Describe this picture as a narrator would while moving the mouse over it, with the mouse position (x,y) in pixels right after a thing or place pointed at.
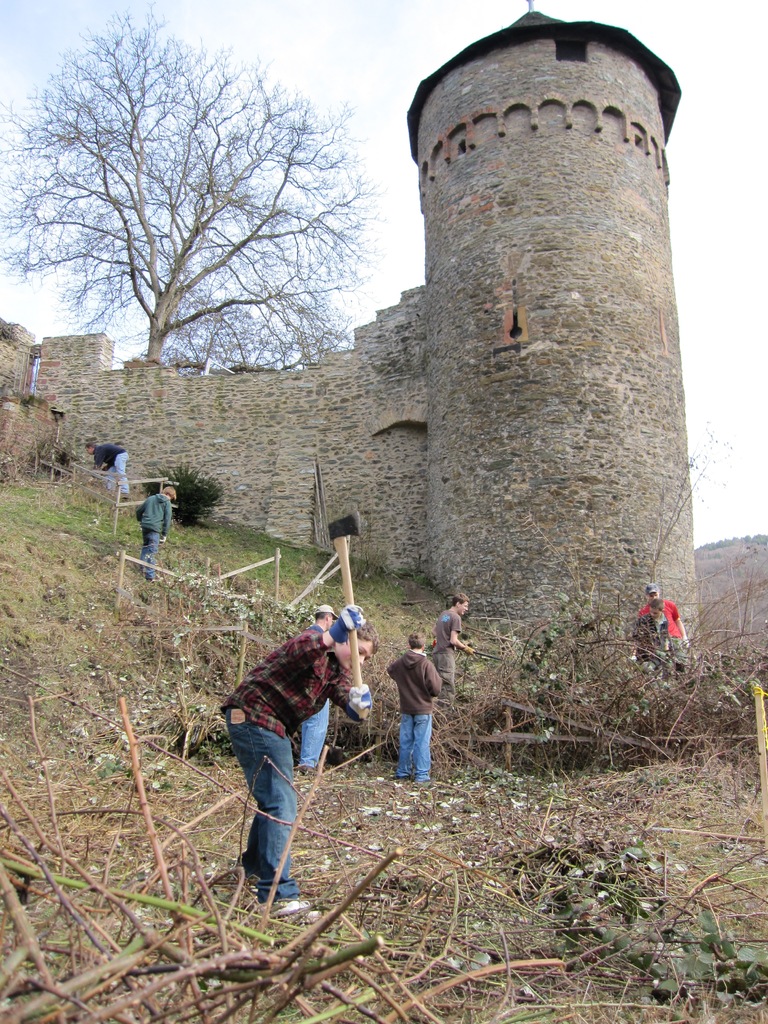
People (319,607) are standing. A person (273,869) is present at the front (350,597) holding an axe (352,583). There is a stone building (37,412) and a tree (137,153) is present at the back (137,153).
